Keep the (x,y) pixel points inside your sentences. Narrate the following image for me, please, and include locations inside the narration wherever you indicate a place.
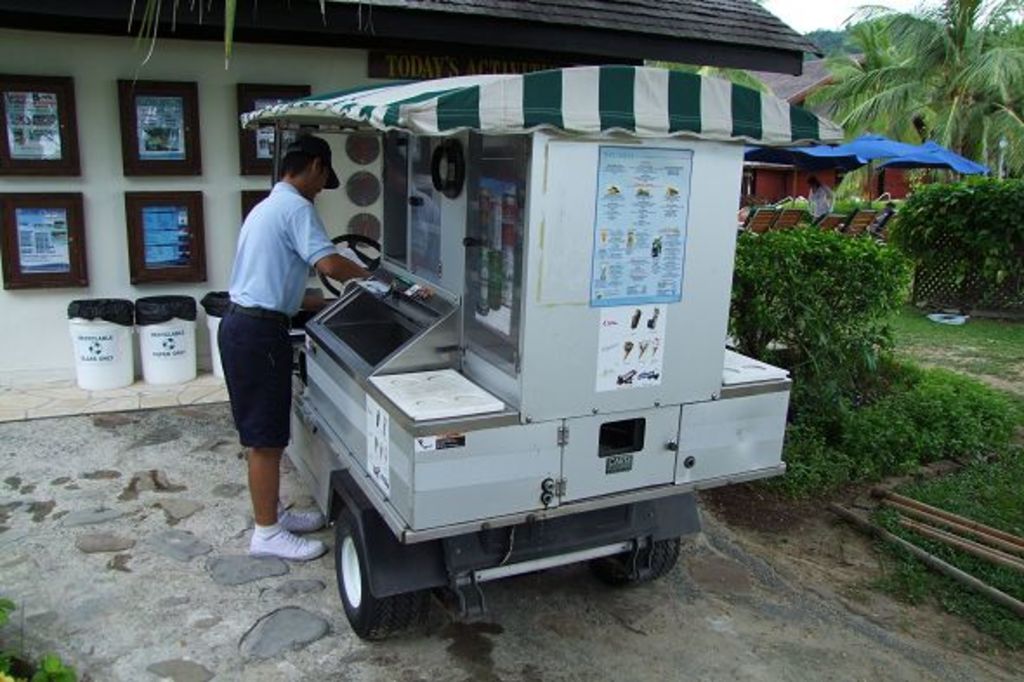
In the image I can see a person (270,315) is holding something. I can see a vehicle (534,469), dustbins (188,306), frames (131,168) attached to the wall (197,290), trees (997,84), tents (885,143) and buildings (227,71).
